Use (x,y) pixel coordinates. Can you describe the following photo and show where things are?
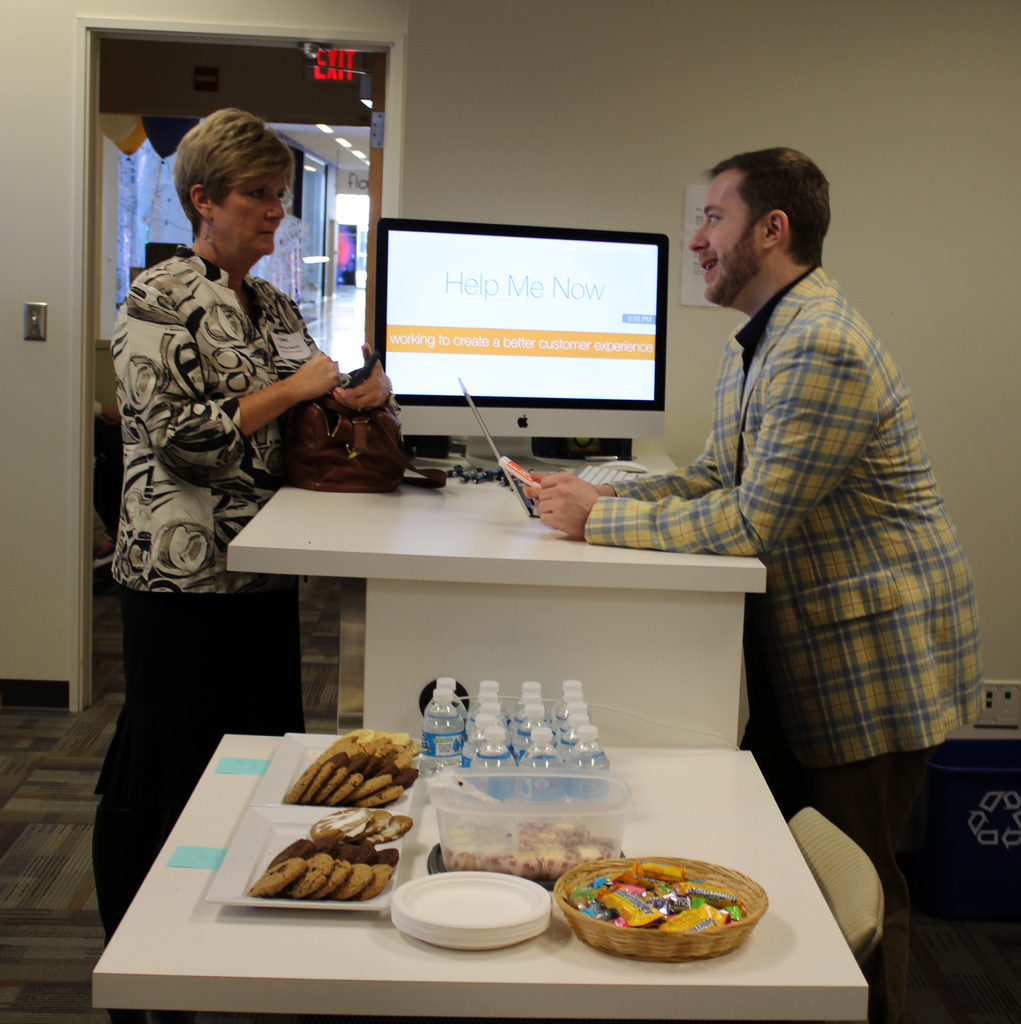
On the background (471,143) we can see door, wall (485,178) and computer screen (540,334). We can see a women (269,237) and a man (814,284) interacting with each other standing near to the table (681,792) and here on the table (544,934) we can see a container (588,802) of food (495,830), plate (326,903) of cookies (373,875) and candies (668,906) in basket (726,934) and water bottles (467,766). This is a floor (49,791).
